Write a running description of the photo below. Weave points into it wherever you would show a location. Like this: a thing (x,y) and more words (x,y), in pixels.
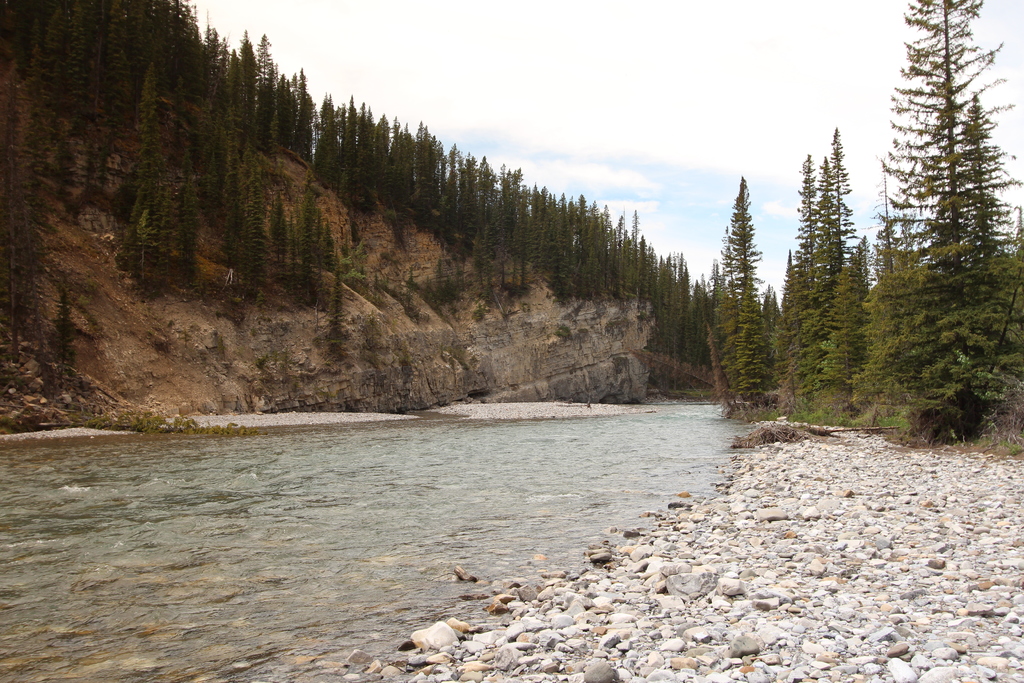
In this image we can see a river (565,531). In the background (283,226) we can see group of trees (787,316), mountain (299,203) and sky (623,122).
